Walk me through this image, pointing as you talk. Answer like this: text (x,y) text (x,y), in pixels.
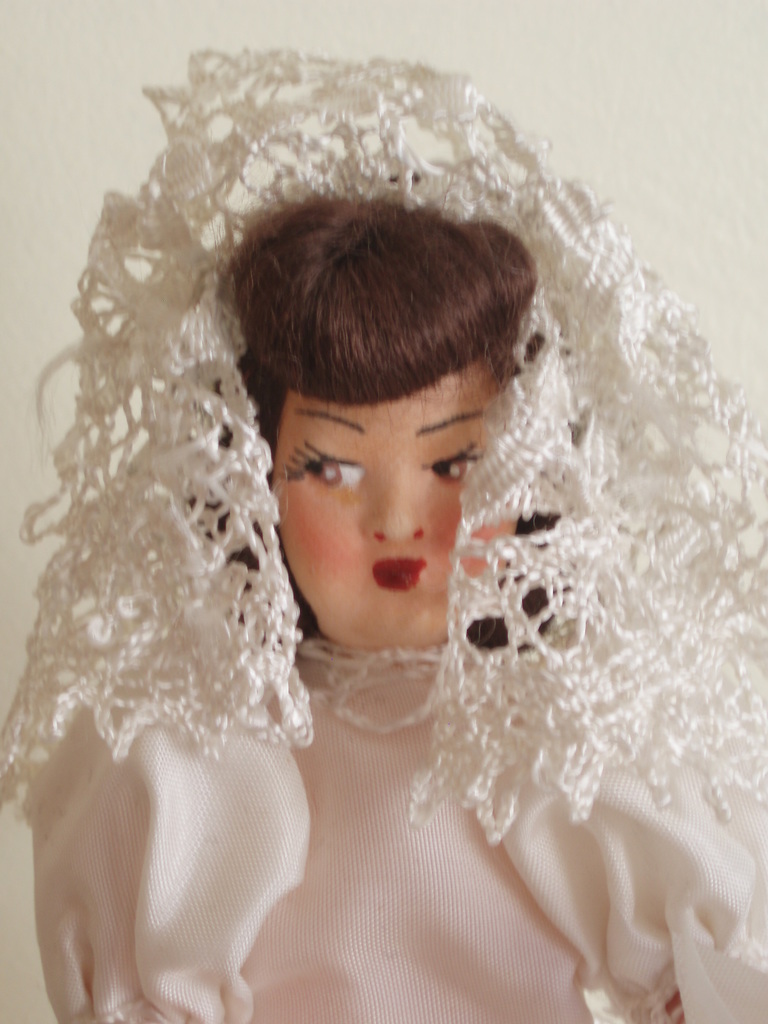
In the center of the image (405,545) there is a doll (363,860). In the background (246,31) we can see wall (86,56).
